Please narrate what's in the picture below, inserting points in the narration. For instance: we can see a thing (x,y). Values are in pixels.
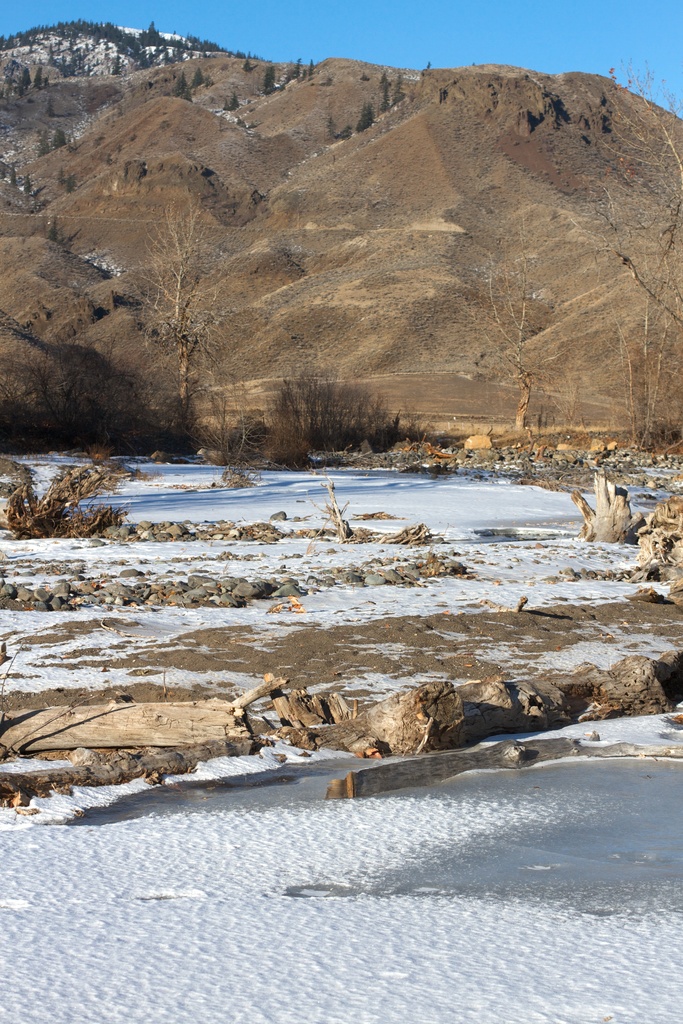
In this image we can see the rock (272,208), trees (201,80), stones (119,586) and also the snow (140,506). We can also see the sky (308,14) and also the barks (628,522).
